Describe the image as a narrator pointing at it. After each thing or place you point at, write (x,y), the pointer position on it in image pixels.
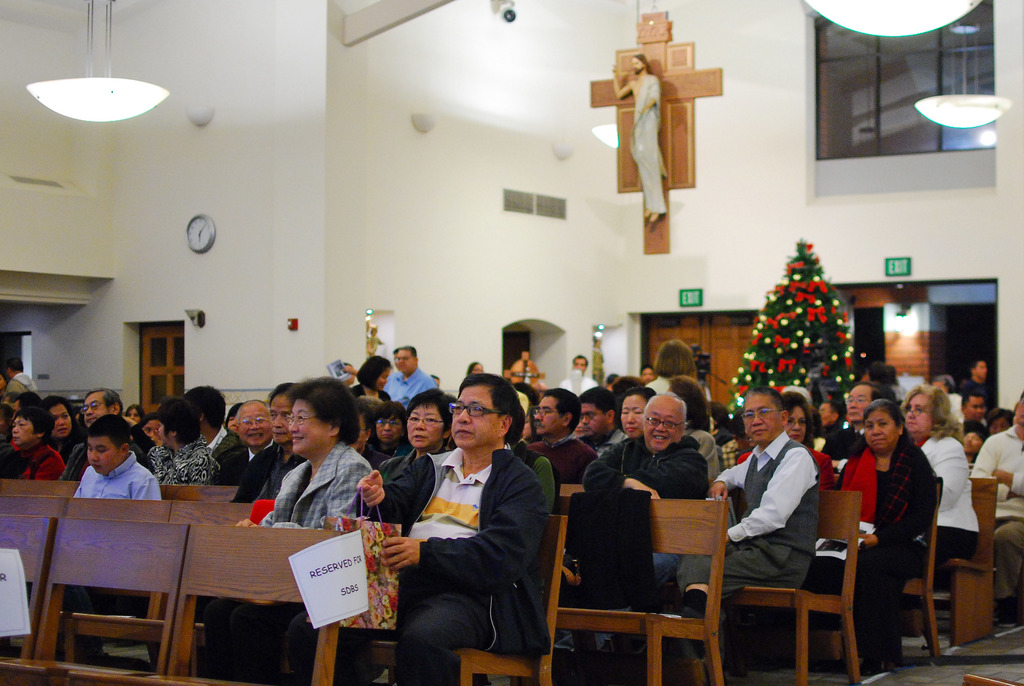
In this image there are so many people (309,462) sitting on their chairs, a few of them (501,516) is holding bags (380,560) in their hand (405,554), behind them there is a Christmas tree (803,343) and statues (597,341). In the background (254,278) there is a wall (195,268) and there is a clock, lamp (36,95) and a statue of Jesus Christ (657,97) is hanging on the wall (803,187) and there is a door (691,340).
